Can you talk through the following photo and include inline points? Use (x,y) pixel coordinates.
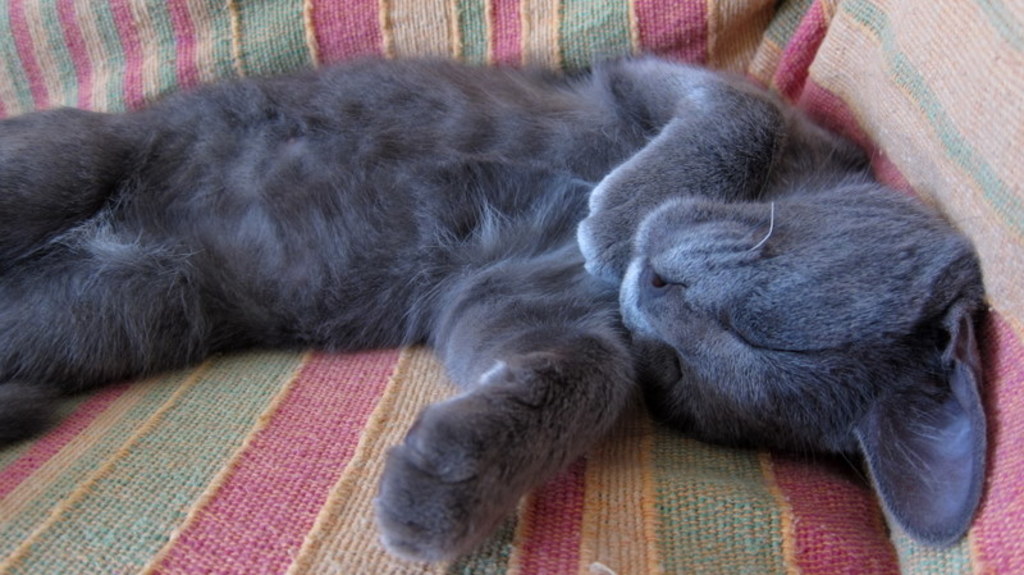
There is a gray color cat (454,239) lying on the sofa (618,488).
